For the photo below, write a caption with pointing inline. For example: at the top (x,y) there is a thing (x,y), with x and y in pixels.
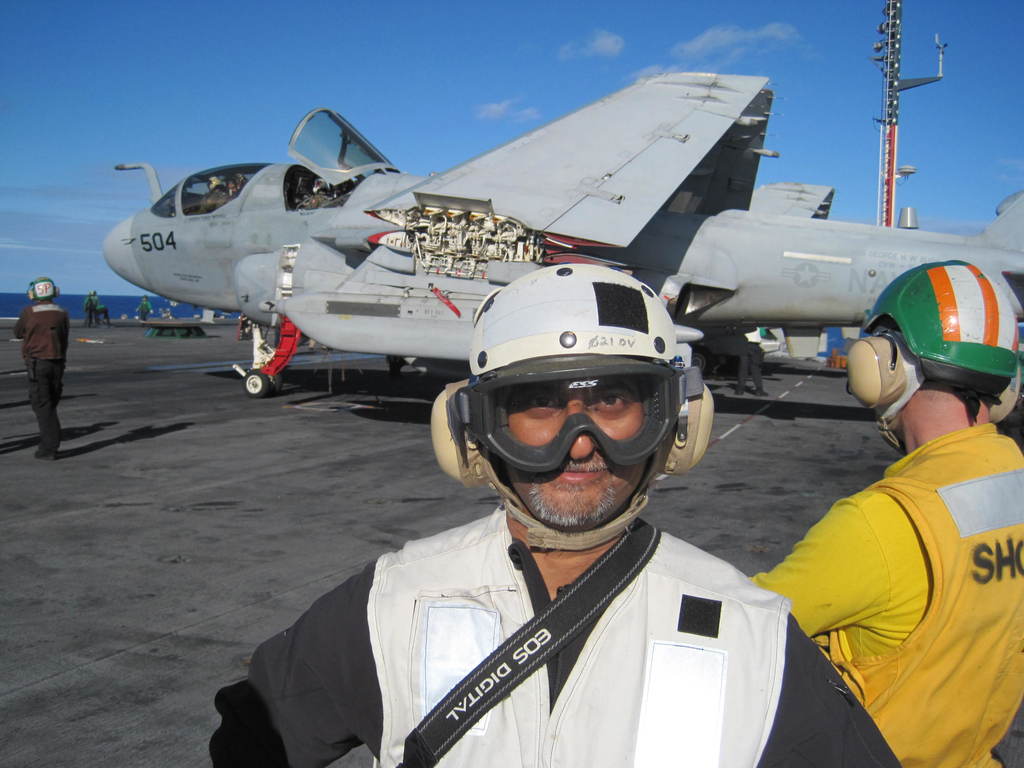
The image is taken in a warship (192,340). In the foreground of the picture (792,600) there are two men (999,606). In the center of the picture (395,264) there is an aircraft (423,294). On the left (56,348) there are people (57,369). In the background (125,300) there is a water body (80,301). Sky (923,51) is sunny.
